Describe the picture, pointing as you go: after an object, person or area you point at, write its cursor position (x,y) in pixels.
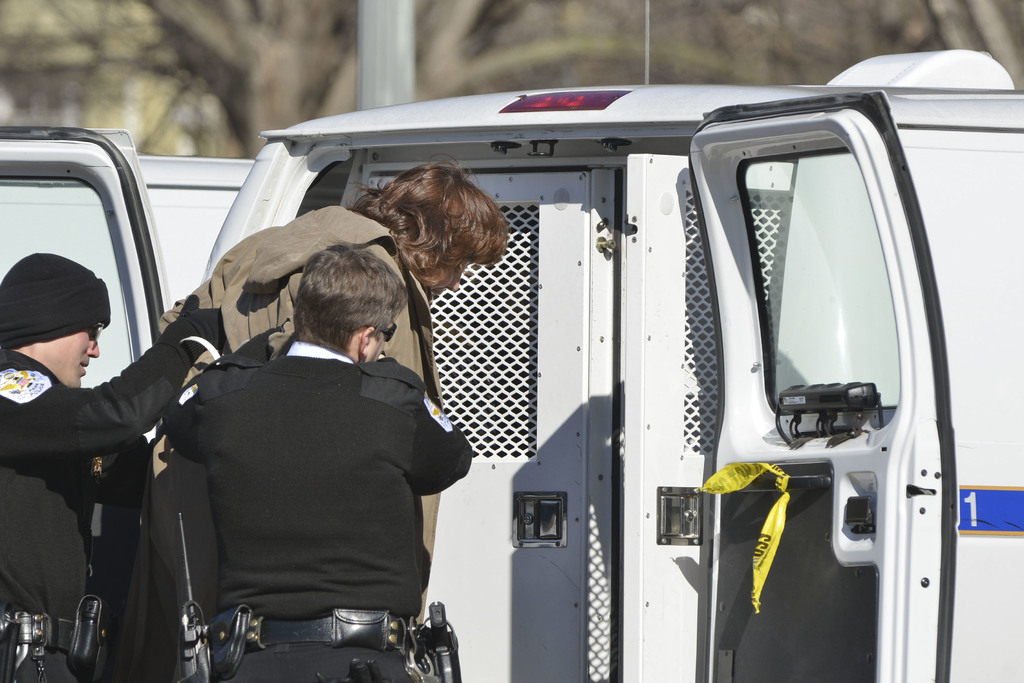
In this picture, we see three people (242,498) are standing. Out of them, two are in the uniform (182,359) and the woman (248,305) in the jacket (251,271) is getting into the white vehicle (462,301). Beside that, we see a pole (384,77). There are trees (26,56) in the background (530,52). This picture is blurred in the background (286,84).
